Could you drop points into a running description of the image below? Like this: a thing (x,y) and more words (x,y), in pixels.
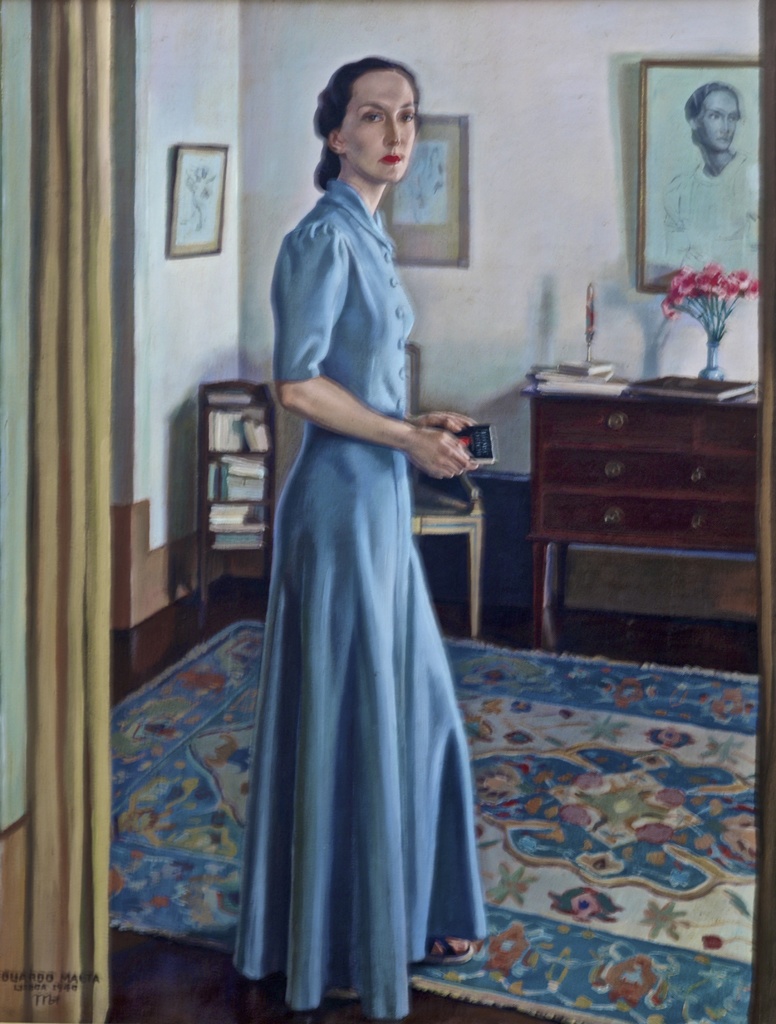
In this image there is a painting (257,637) in which there is a woman (353,534) standing and in the background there are tables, there are frames (724,156) on the wall (561,241) and in front of the wall (599,269), there is a cupboard (674,408) and on the cupboard (698,434), there are flowers (712,322) and there are objects (574,362). On the left side (100,408) there is an object (93,397) which is cream in colour and there is carpet (588,864) on the floor (599,793).
